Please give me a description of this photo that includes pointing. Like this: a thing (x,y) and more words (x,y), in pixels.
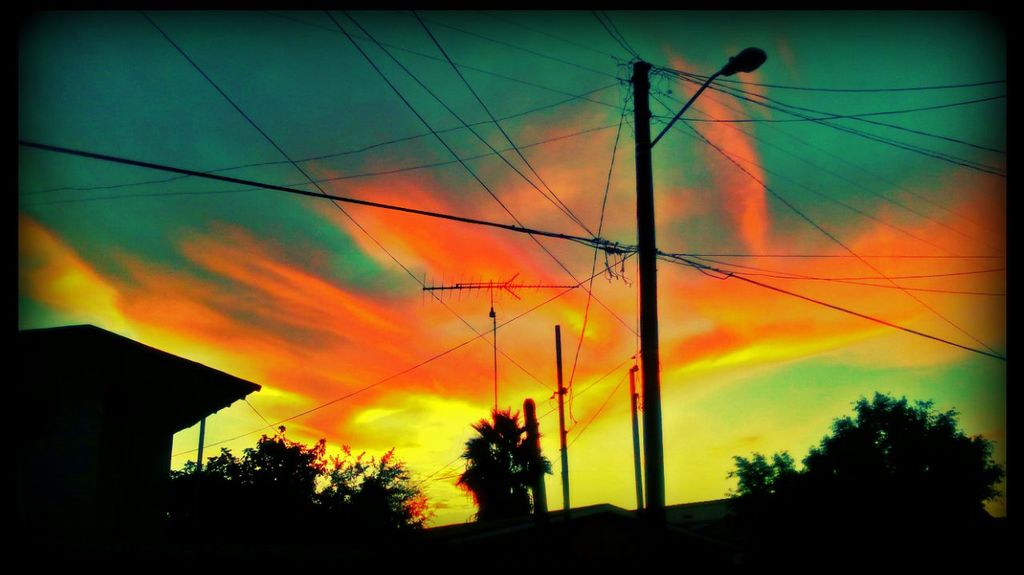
In the image we can see electric poles (652,254), electric wires (594,269) and the trees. Here we can see light pole (685,105), house (65,439) and the sky (319,336).
